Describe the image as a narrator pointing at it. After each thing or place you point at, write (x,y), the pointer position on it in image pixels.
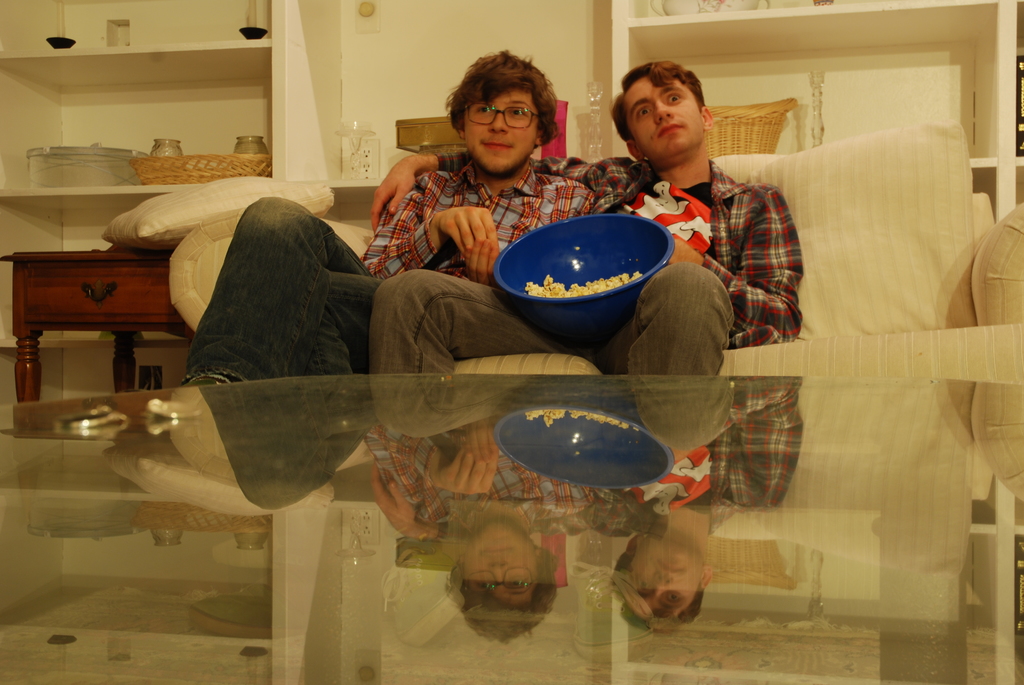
In the image there are two boys (693,256) with popcorn bowl (587,245) sat on sofa (817,261) in front of a teapoy (527,632).
